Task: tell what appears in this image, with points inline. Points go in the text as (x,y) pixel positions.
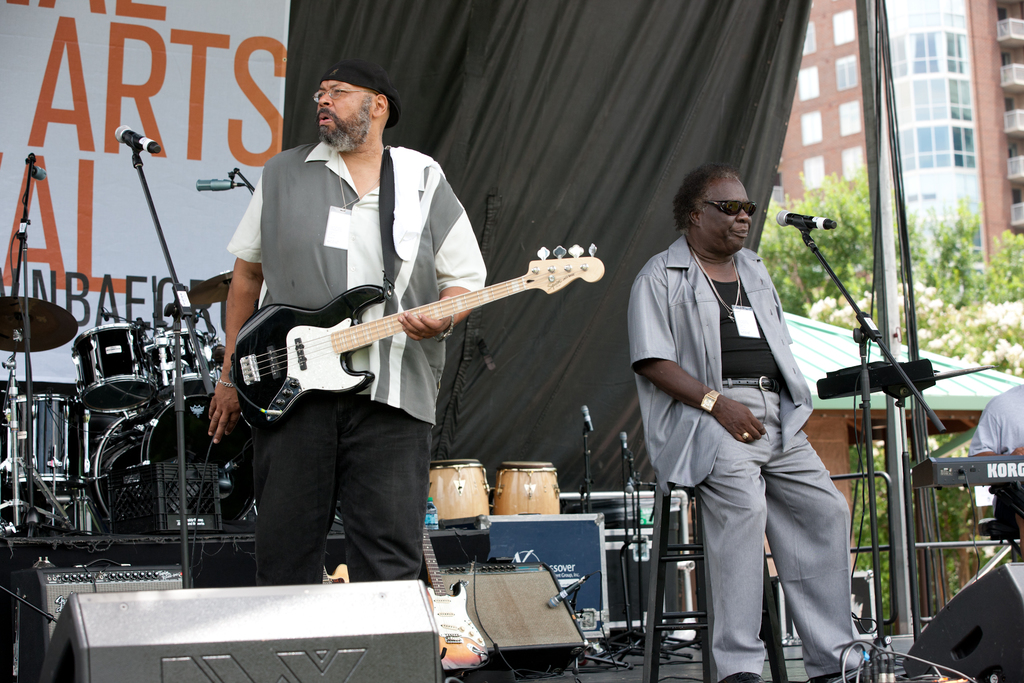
this picture shows two men (455,208) standing and a man (285,425) holding a guitar (270,396) and other man (775,349) standing in front of a microphone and we see a man (989,441) seated and playing piano (1021,480) we see a building (841,107) and a tree (982,281) back of them.
